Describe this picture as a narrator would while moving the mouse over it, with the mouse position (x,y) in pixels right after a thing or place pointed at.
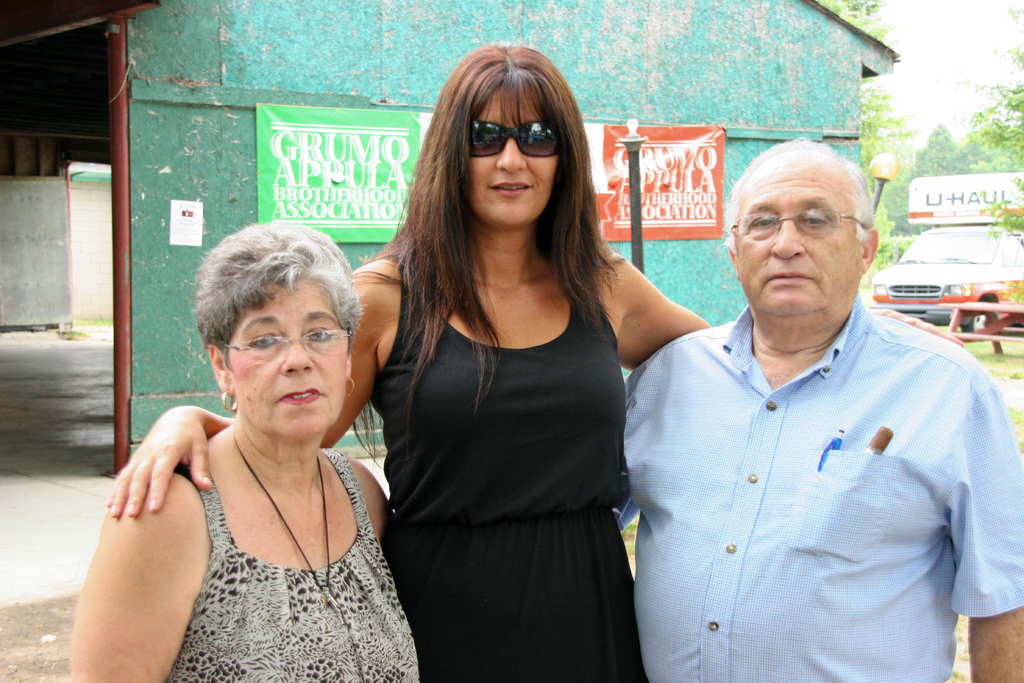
In the image we can see there are three people (548,525) standing and behind there is a building (426,65). There is a car (956,273) parked on the road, there are lot of trees (951,153) at the back (988,134). There is a bench (995,305) kept on the ground (987,363).
